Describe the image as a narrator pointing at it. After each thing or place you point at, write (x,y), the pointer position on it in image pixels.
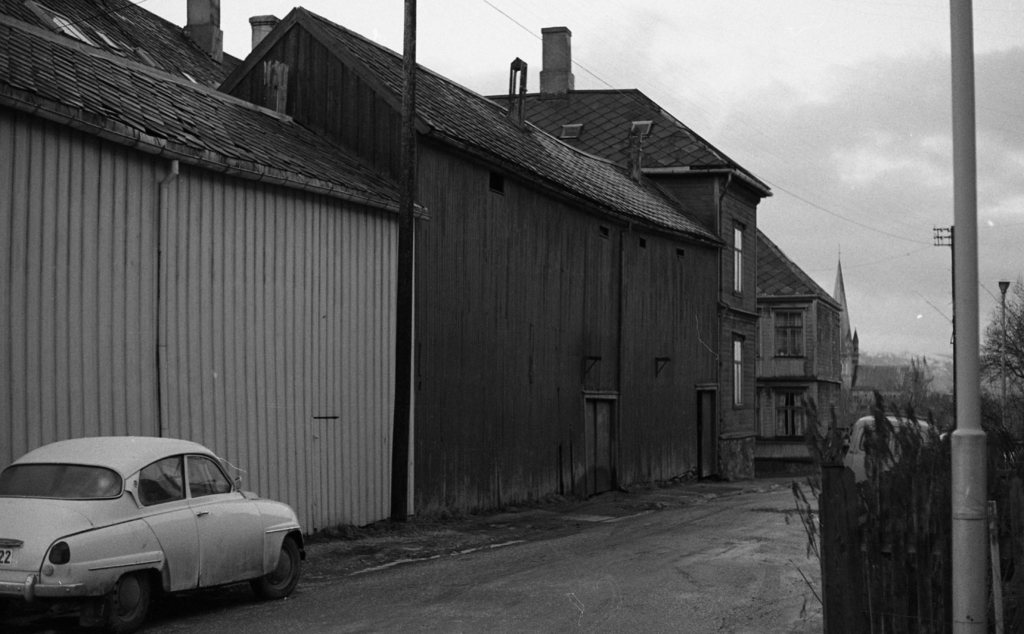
This picture is in black and white. Towards the left (263,310), there are houses (647,259) with chimneys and roof tiles (292,150). At the bottom left (85,509), there is a car (151,533) on the road (386,595). Towards the right (905,445), there is a pole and trees (894,397). In the center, there is a road (700,597). On the top (800,74), there is a sky (811,178).
